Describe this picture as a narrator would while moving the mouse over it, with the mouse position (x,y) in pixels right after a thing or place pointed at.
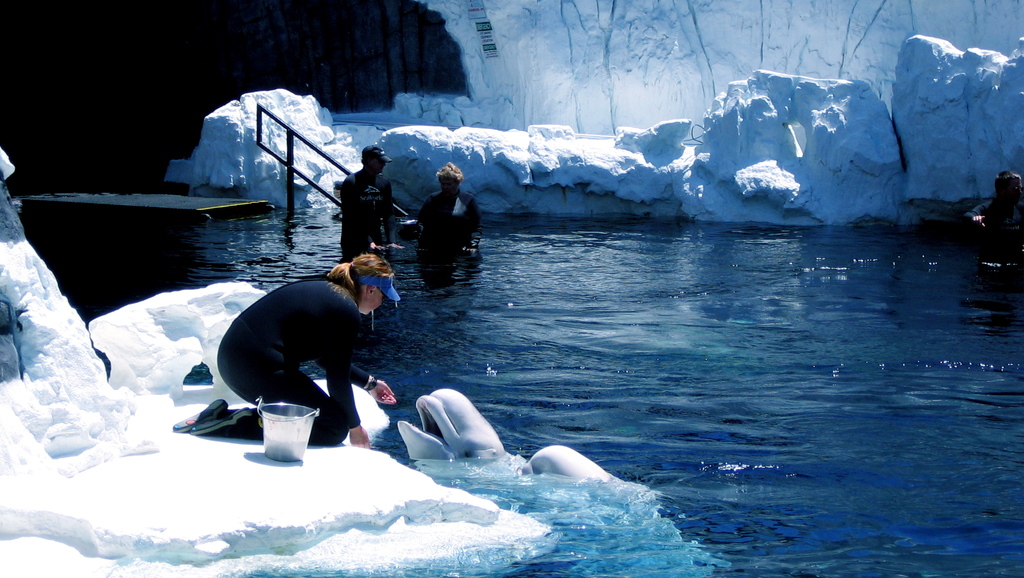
In this image there is a woman (322,318) sitting on the ice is feeding a whale (443,395) in the water (433,388), beside the woman (289,368) there is a bucket (287,406), there are two people (363,217) standing in the water (324,218), behind them there is ice (483,162).
